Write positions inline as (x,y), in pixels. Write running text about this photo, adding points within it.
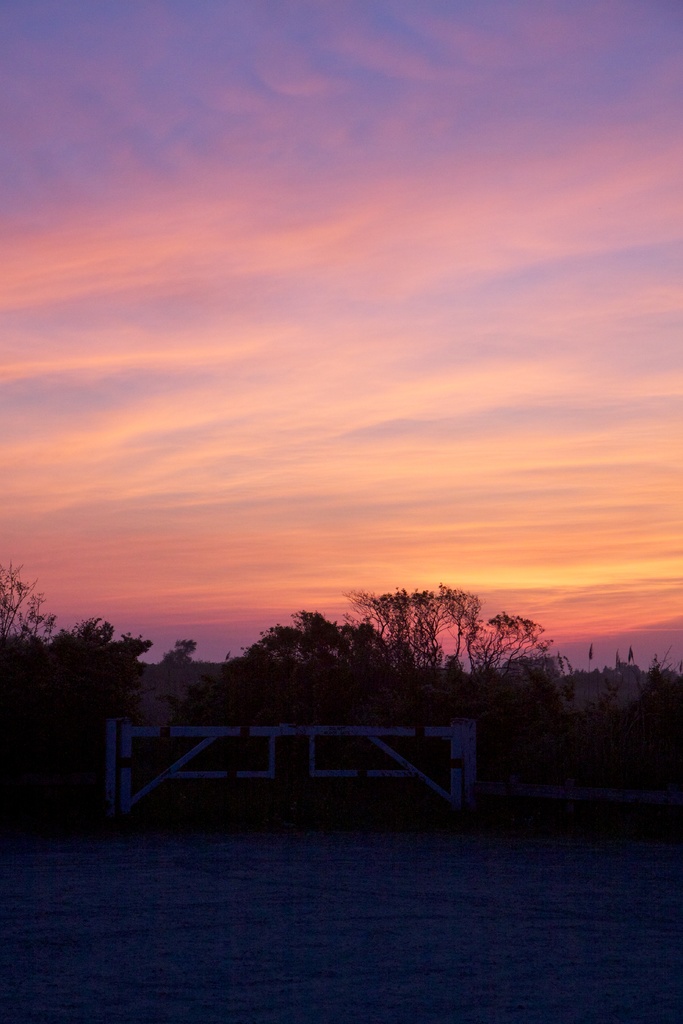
This image is clicked on the road (250,908). Beside the road (263,864) there is a wall (190,761). In the center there is a gate (366,769) to the wall (386,775). Behind the wall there are trees (493,684). At the top (459,286) there is the sky (446,340).
